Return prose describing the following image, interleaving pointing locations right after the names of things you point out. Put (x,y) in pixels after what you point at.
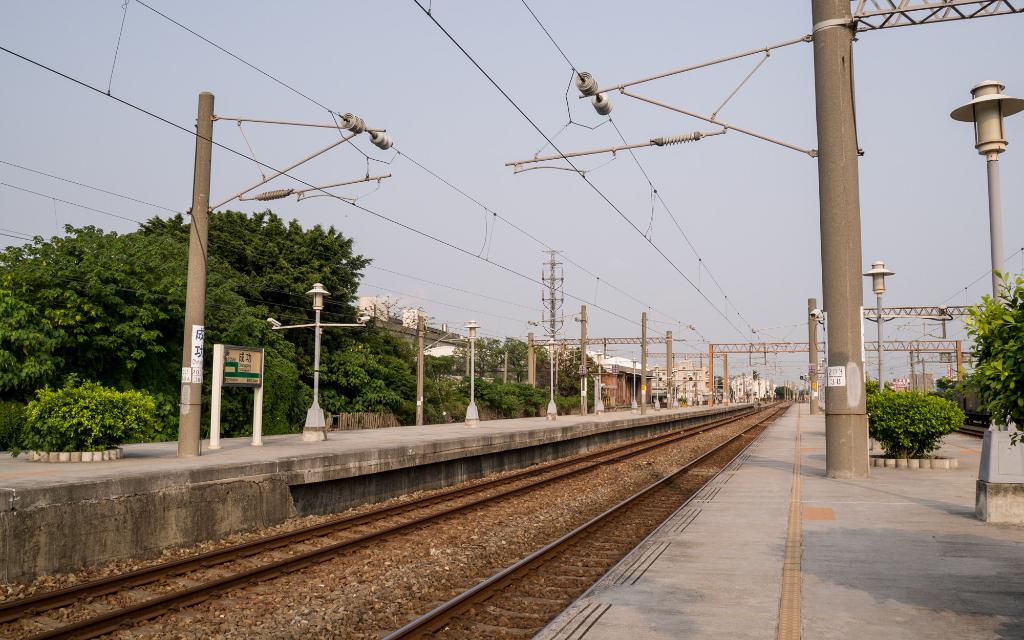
In this picture we can see a railway track (517,615), poles (829,440), trees (159,355), platform (644,429), buildings (624,357) and in the background (332,223) we can see the sky (694,198).
